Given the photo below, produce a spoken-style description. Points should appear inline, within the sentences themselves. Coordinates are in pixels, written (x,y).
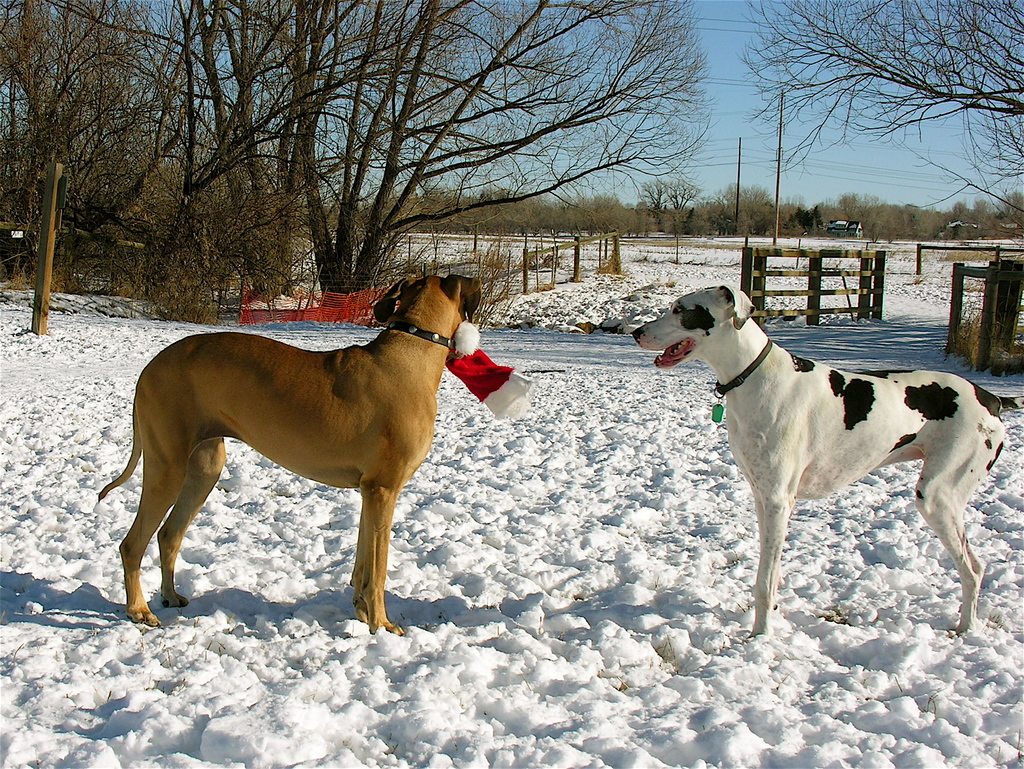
In this image I can see two dogs (839,385) are standing on the snow (705,707). In the background (221,162), I can see the trees (101,79), poles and vehicles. On the top of the image (732,46) I can see the sky (726,32).
